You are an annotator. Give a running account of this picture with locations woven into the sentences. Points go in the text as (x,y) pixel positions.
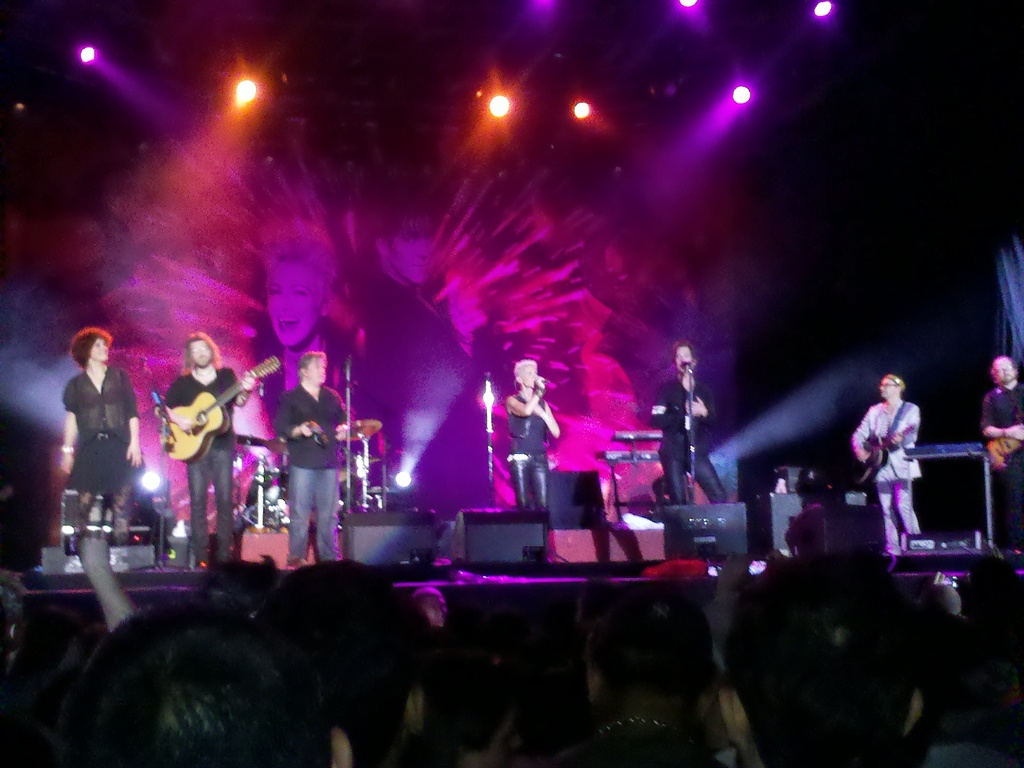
At the top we can see lights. On the background (664,268) there is a screen (596,283). We can see all the persons (105,452) standing on a platform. Few are playing guitars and few are holding, mike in their hands (537,395) and singing. Near to the platform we can see audience (478,659). These are drums (365,481).
